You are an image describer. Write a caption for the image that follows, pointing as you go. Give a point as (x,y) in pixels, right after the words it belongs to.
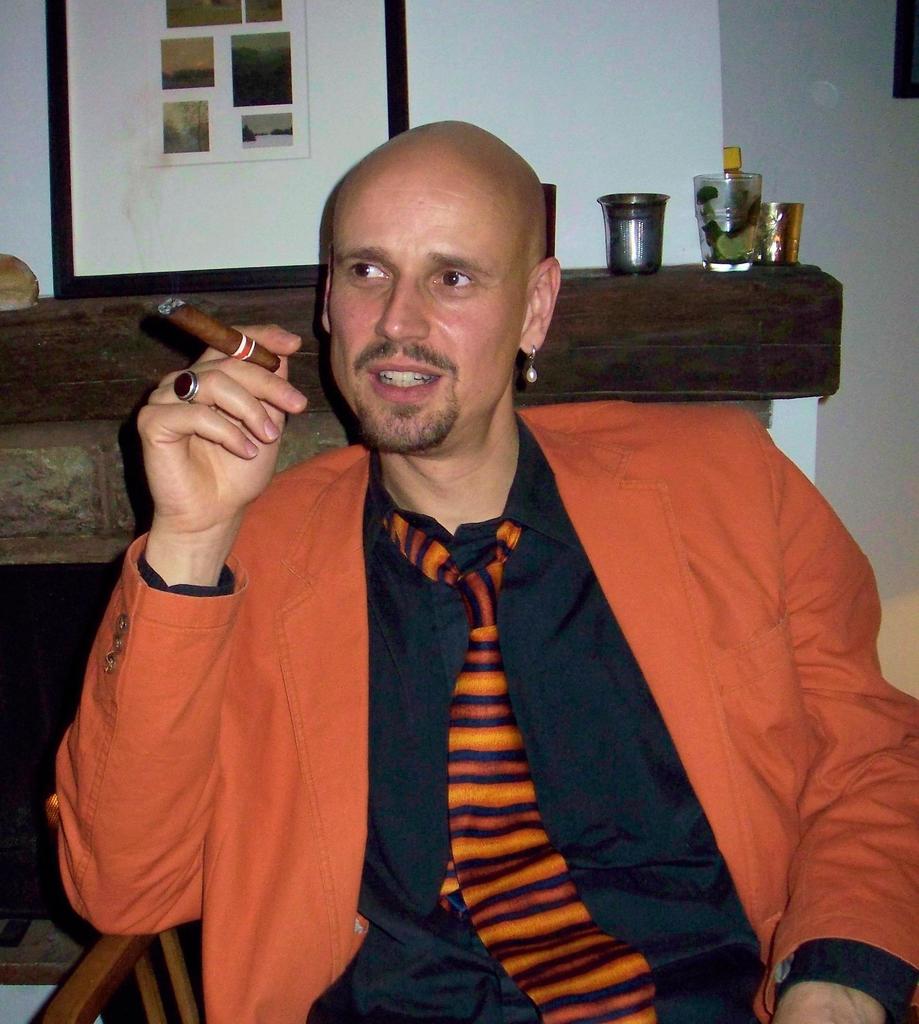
In the image I can see a person (478,617) who is holding the cigar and behind there is frame (224,33) and some things (727,156).
